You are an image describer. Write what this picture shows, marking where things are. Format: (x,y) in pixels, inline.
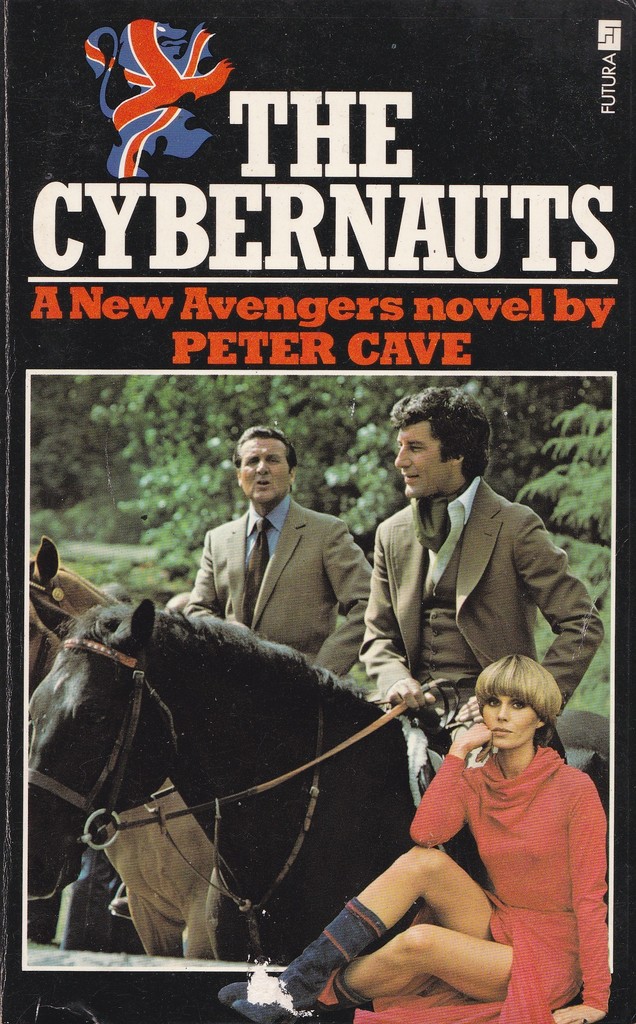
It is a cover page of a book, the title of the book is "THE CYBERNAUTS", below that there are two horses (280,722), two people (286,570) are sitting on the horse (255,723), below to the right (581,827) a woman (581,827) is sitting she is wearing red dress (546,763).
